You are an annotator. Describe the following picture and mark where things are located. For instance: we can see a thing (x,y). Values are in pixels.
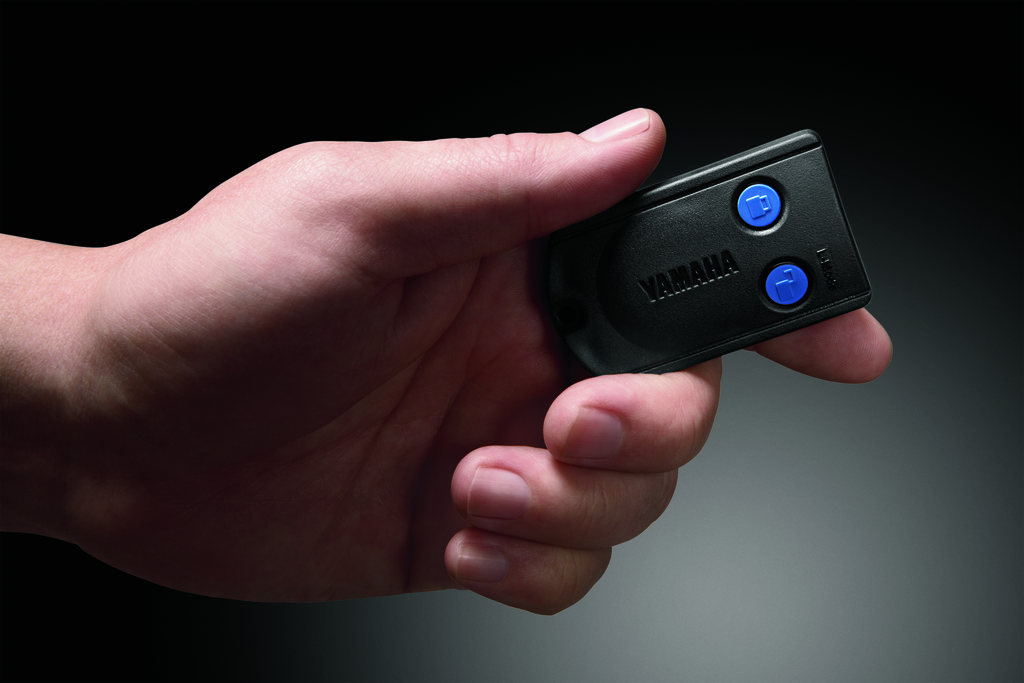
In this picture we can see a person hand (310,142) is holding a device (799,208) and in the background (507,58) it is dark.
